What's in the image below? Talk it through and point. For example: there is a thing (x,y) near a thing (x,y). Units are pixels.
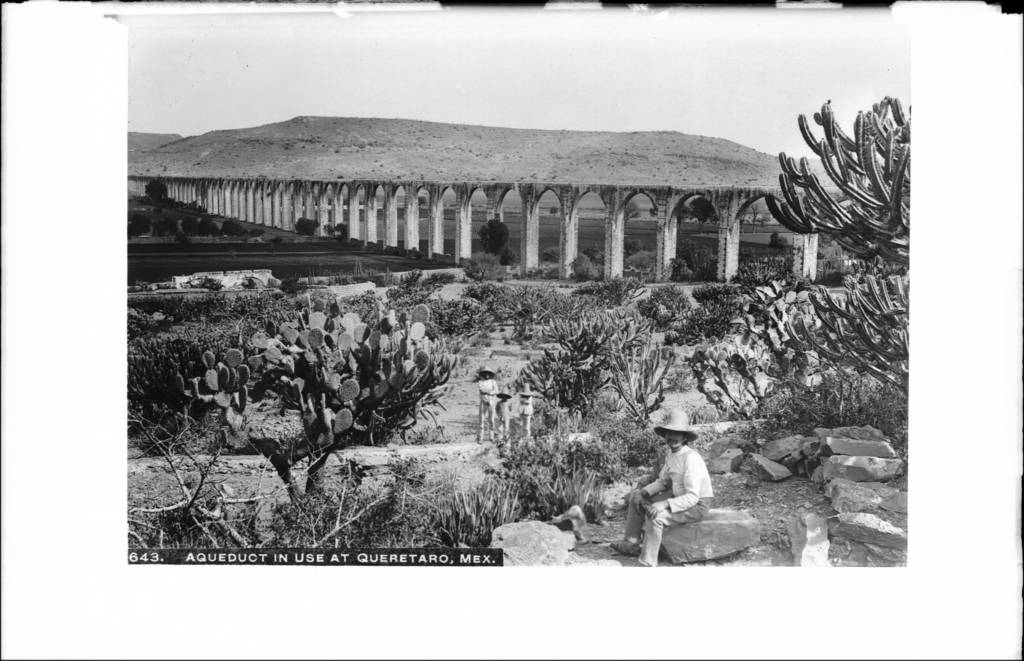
This picture is black and white. In the center of the image (507,415) we can see three persons (494,382) are standing and wearing hat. In the background of the image (537,154) we can see bridge (356,194), hills (510,169), bushes (175,224), ground (168,248). At the bottom of the image (652,530) we can see a person (684,456) is sitting on a stone (708,523) and wearing a hat (671,433).
